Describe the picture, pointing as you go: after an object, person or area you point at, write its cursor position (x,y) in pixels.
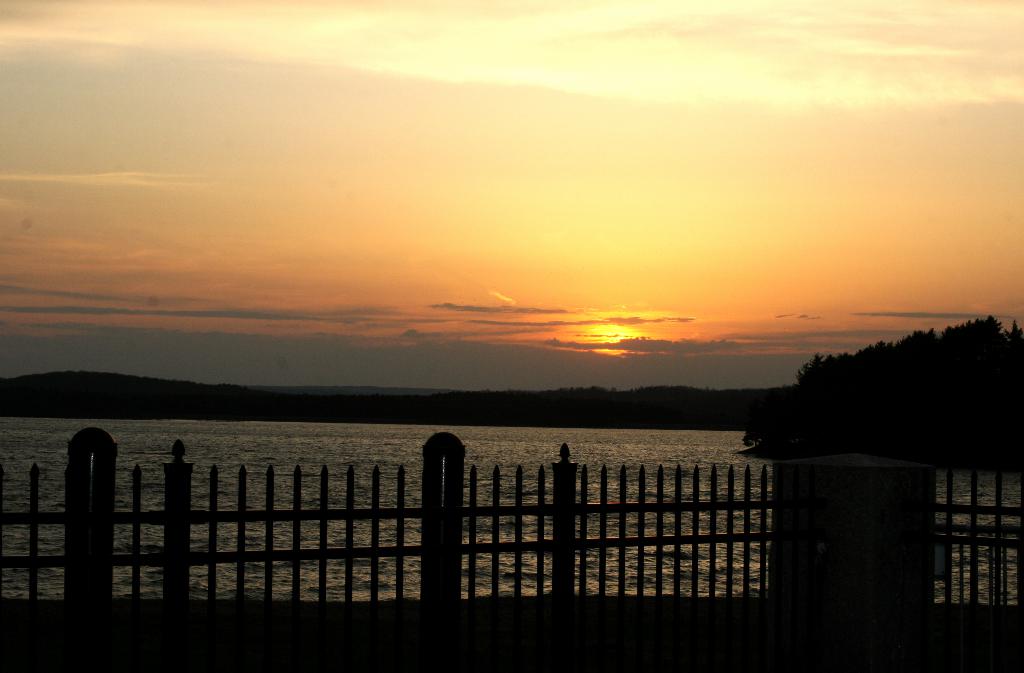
In this image I can see the lake (171,454), in front of the lake (283,542) I can see a fence (876,512) and at the top (1011,198) I can see the sky (936,261) and sunset (771,344) and trees (870,376).
